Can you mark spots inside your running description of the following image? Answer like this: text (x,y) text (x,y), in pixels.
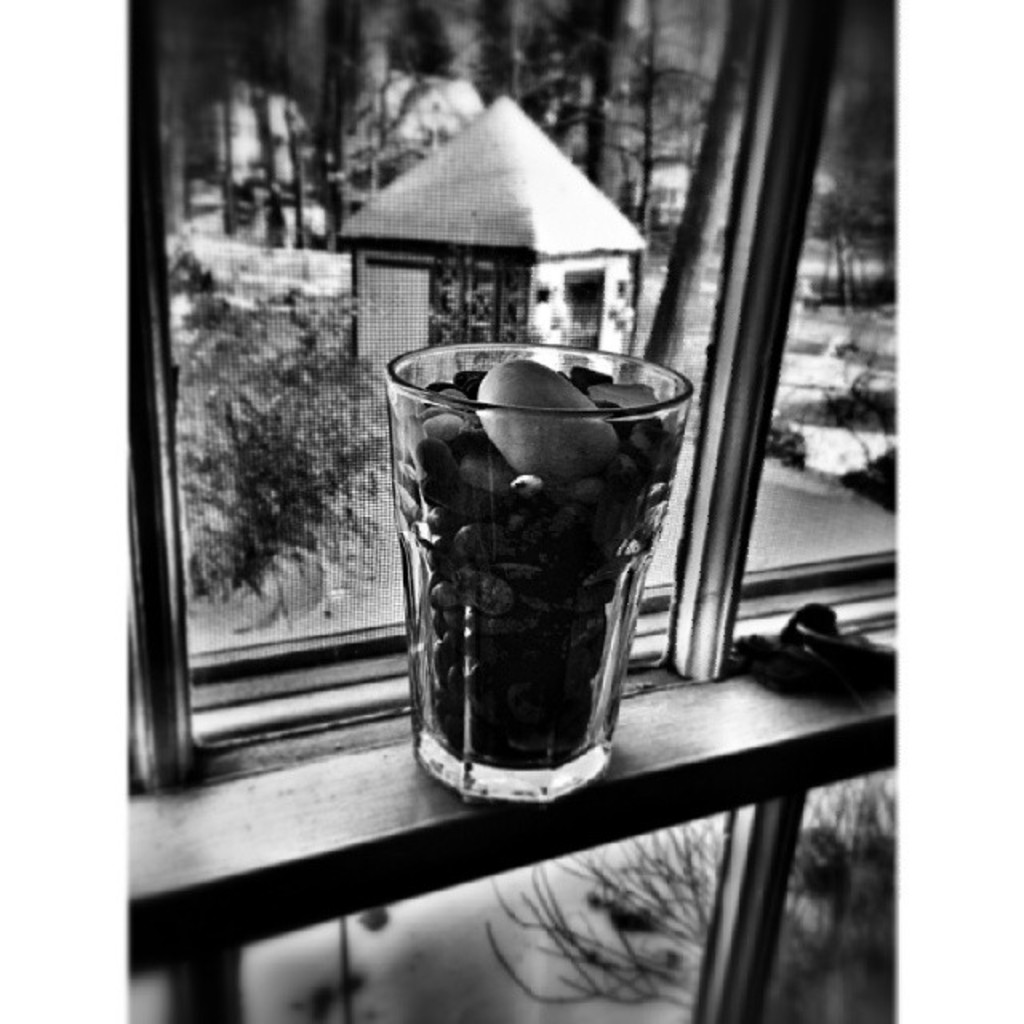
It is the black and white image in which there is a glass (455,527) kept near the window (423,769). In the glass (534,436) there are stones (494,469). Through the window (310,204) we can see that there is a small hut (439,218) and plants (268,351) beside it.
